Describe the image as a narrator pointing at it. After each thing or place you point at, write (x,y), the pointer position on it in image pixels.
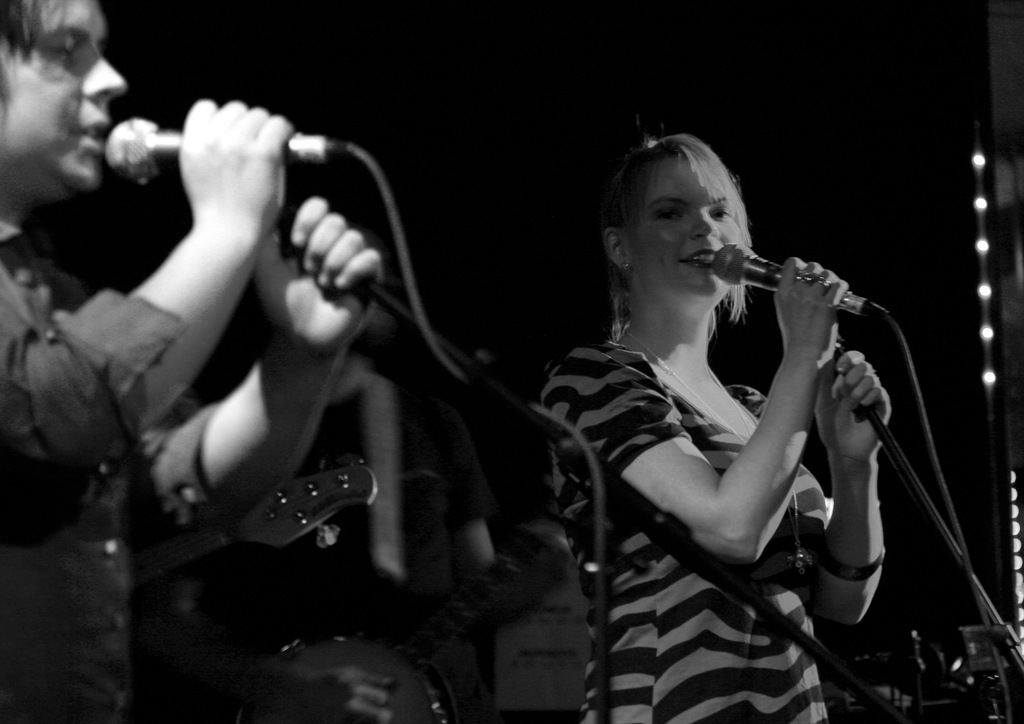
In this image there is a man (196,343) and a woman (617,406) holding mics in their hands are speaking something.
